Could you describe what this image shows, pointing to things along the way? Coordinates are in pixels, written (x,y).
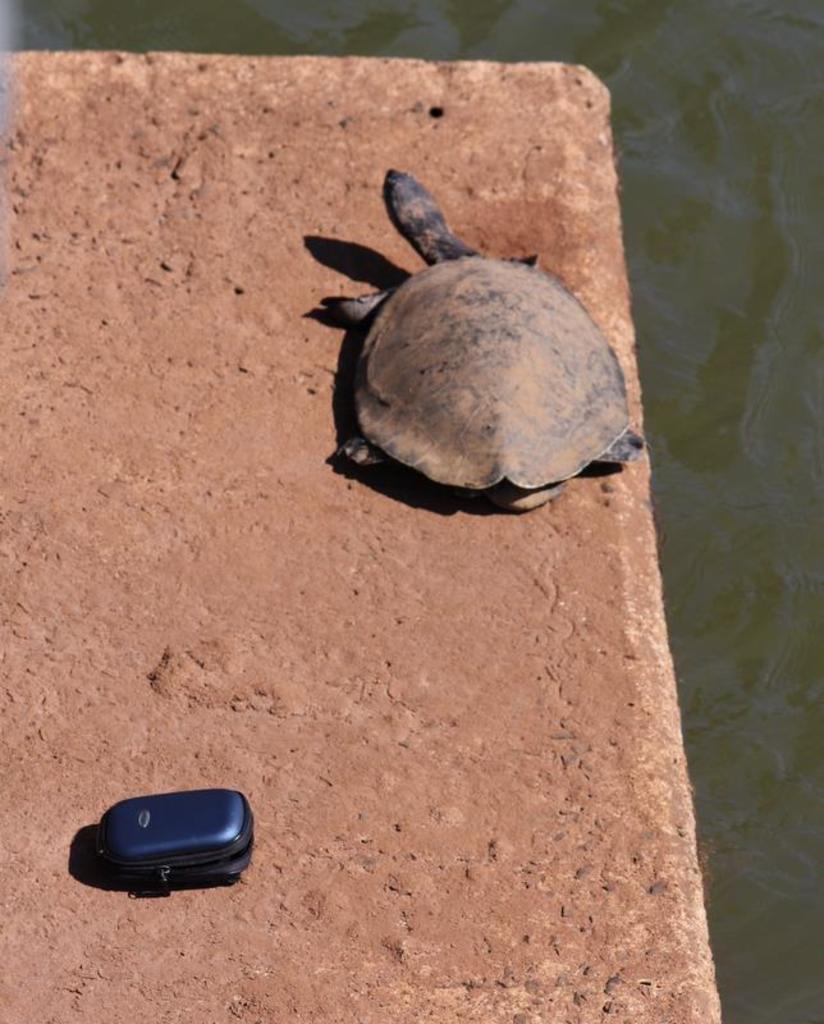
In this image we can see a turtle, here is the mud surface (362,871), here is some object (121,872), here is the water (667,271).
